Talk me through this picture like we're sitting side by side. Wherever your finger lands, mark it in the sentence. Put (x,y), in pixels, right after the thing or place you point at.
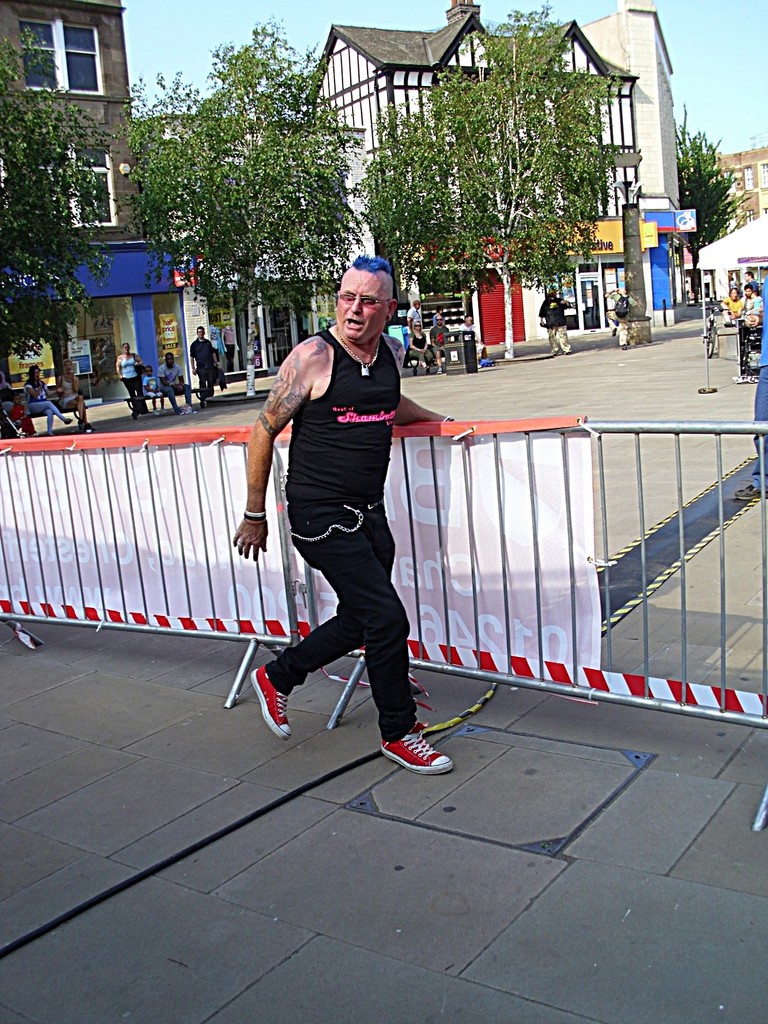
There is one person (381,591) standing and wearing a black color dress (338,608) is at the bottom of this image (377,698). There is a fencing (249,601) in the background (238,500). There are some other persons (119,369) standing in the middle of this image (411,344). There are some trees (255,229) and buildings (651,197) are present at the top of this image (543,208).
